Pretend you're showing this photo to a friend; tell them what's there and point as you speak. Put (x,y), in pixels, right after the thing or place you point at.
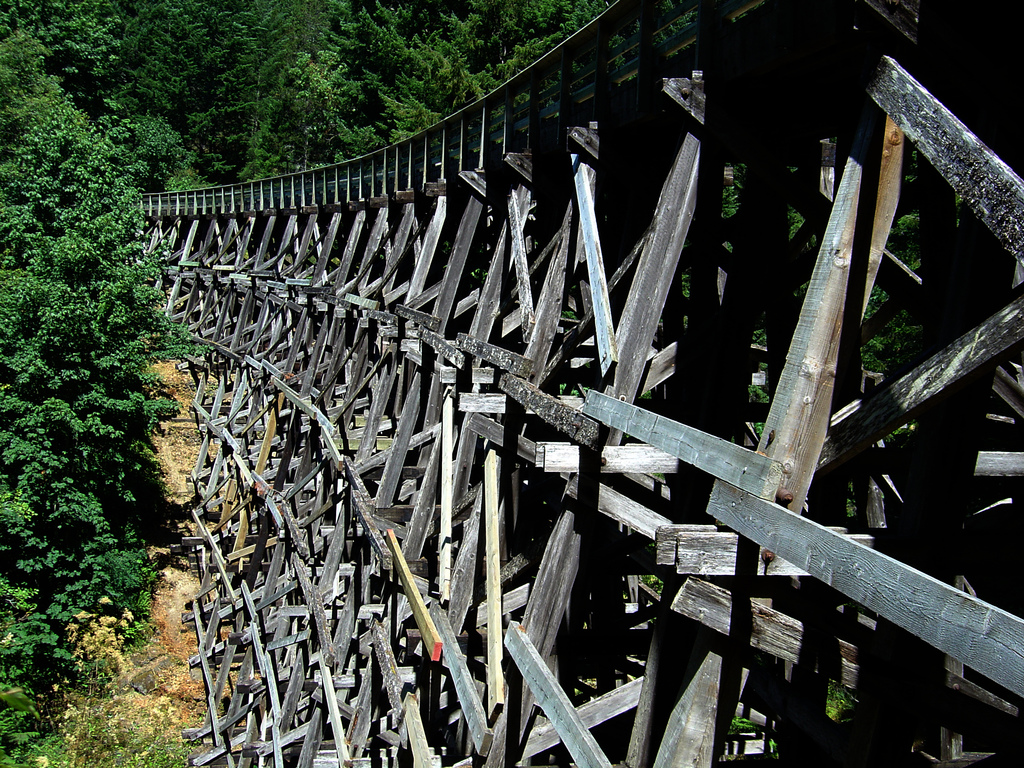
In this image in the center (389,276) there is one bridge (479,537), on the left side (203,122) and in the background (308,88) there are some trees (67,339). At the bottom (160,723) there is sand (171,699) and some rocks (134,676).
